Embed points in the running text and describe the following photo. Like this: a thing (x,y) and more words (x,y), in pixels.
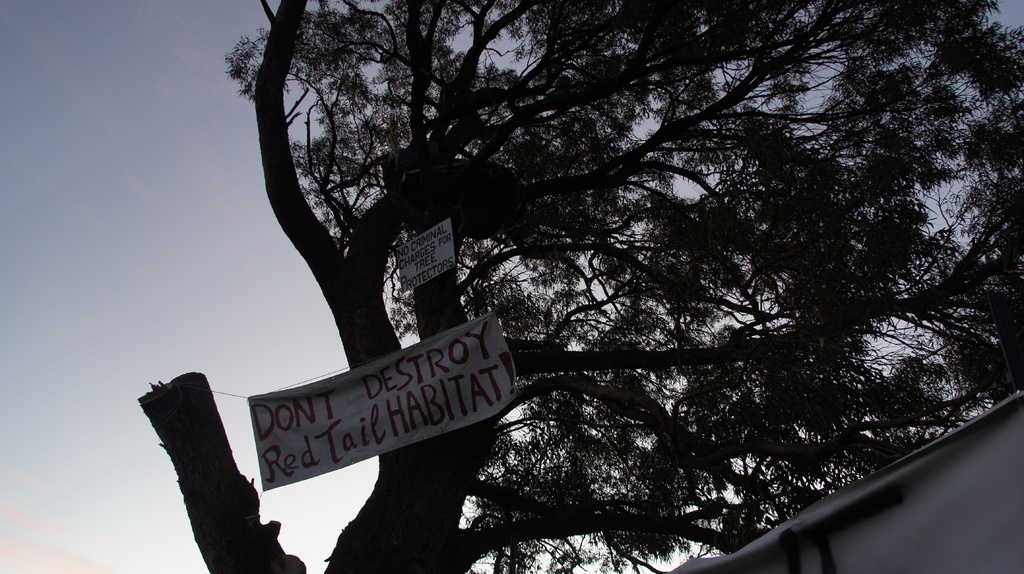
This picture contains a tree (464,431). We see a banner (403,421) in white color is tied to the tree (420,454). On the banner (276,420), it is written as " Don't destroy Red Tail habitat". We even see a white board (445,242) tied to the tree (380,257). We see some text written on the board (433,256). On the left side (195,212), we see the sky (123,371).
